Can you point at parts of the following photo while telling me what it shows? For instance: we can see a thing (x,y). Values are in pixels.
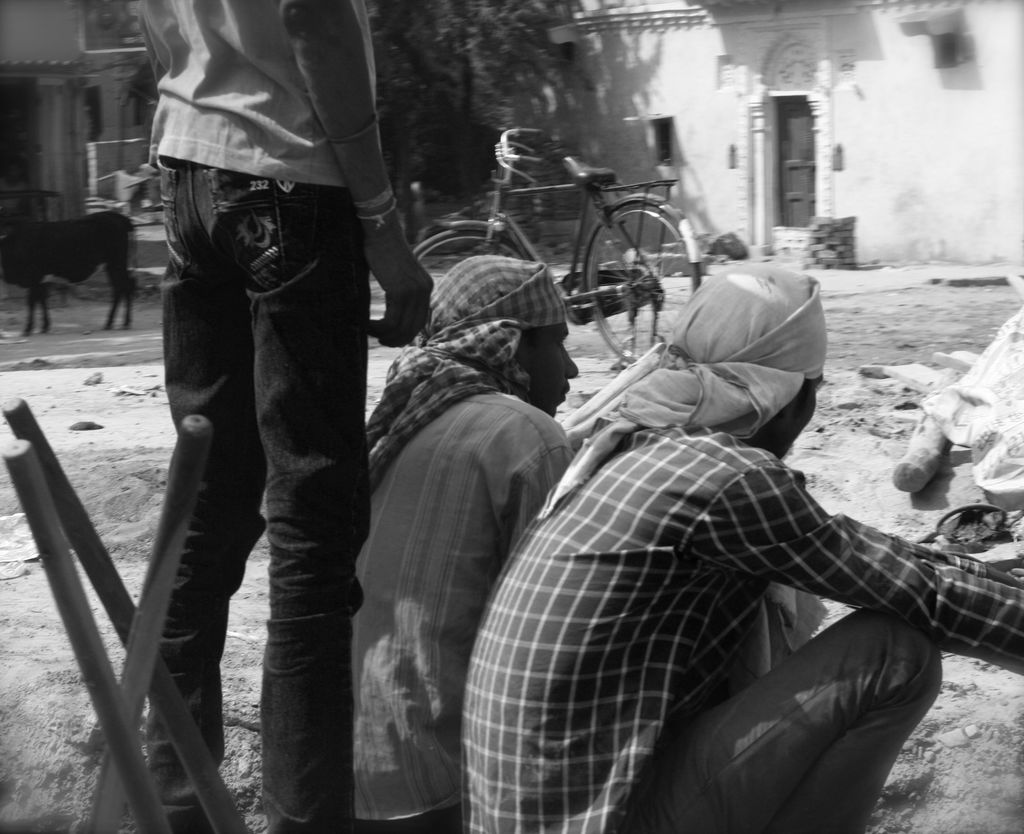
It looks like a black and white picture. We can see a man (218,280) is standing and two people (437,715) are in squat position. On the left side of the image (74,617) there are some objects (114,616). Behind the people (356,346) there is a bicycle (537,251), an animal (90,250), tree (480,57) and houses (608,96).
